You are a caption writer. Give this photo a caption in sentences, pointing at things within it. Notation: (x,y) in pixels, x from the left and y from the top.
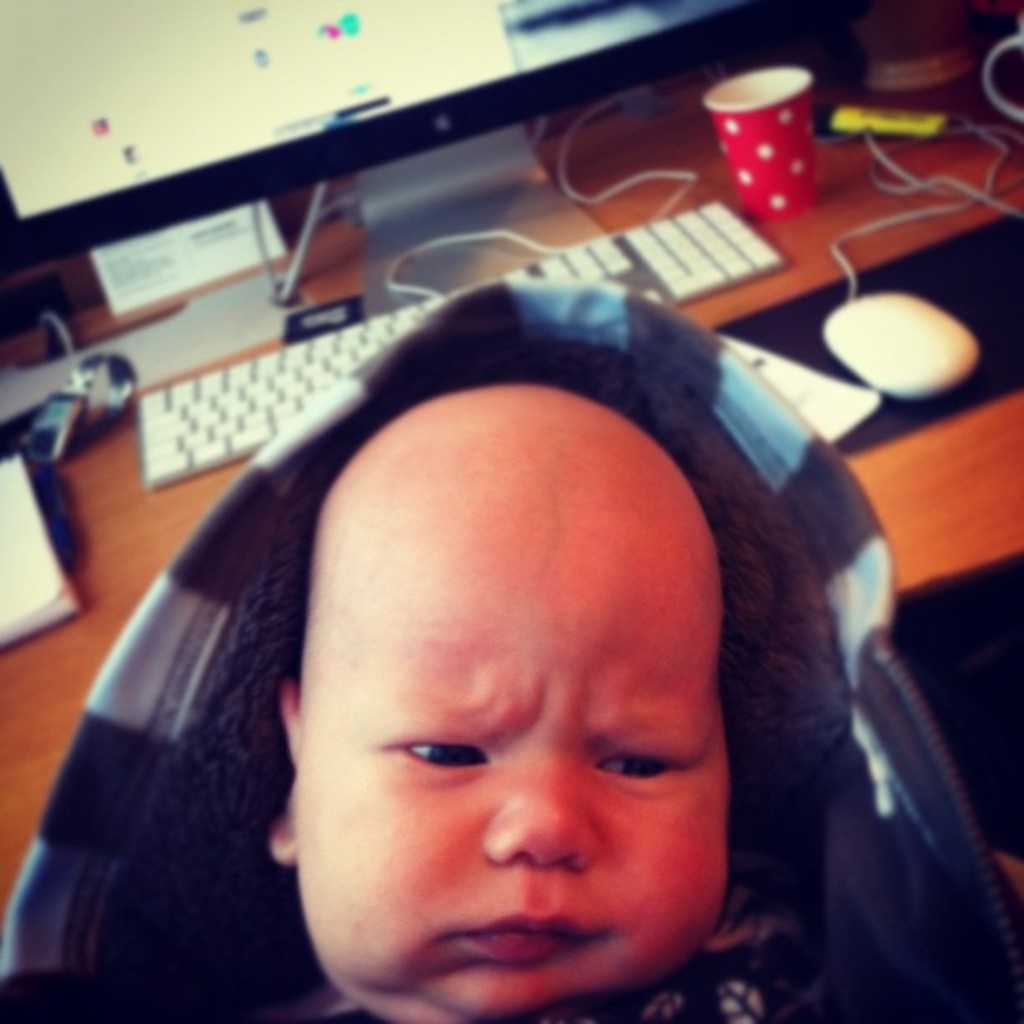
In this picture there is a boy (459,708) who is wearing hoodie (407,407). On the table (564,122) we can see computer screen (162,34), keyboard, mouse (898,372), glass (772,142), wire (1008,214), book (33,579), paper (39,528) and other objects (43,438).
